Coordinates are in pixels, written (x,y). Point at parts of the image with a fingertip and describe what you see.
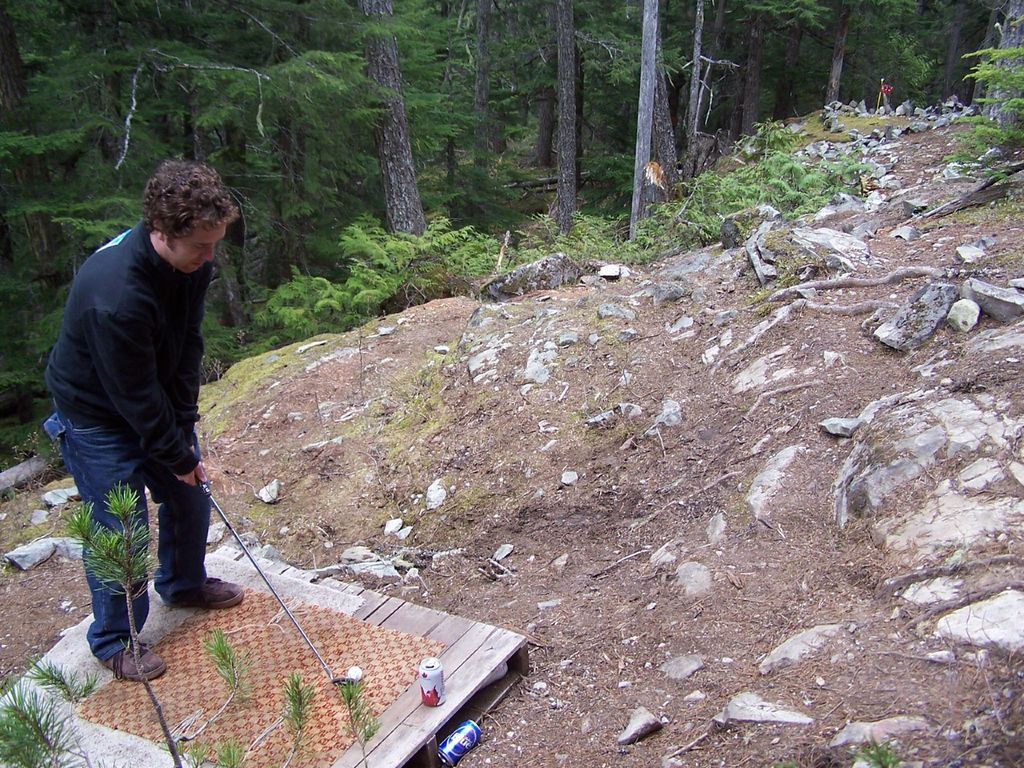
In this image I can see a man (158,461) is standing on a wooden board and holding a golf stick (306,636) in hands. Here I can see a ball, tin cans (462,748) and some other objects (309,718) on the ground (524,540). In the background (511,174) I can see trees (449,115), plants (582,226) and the grass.
